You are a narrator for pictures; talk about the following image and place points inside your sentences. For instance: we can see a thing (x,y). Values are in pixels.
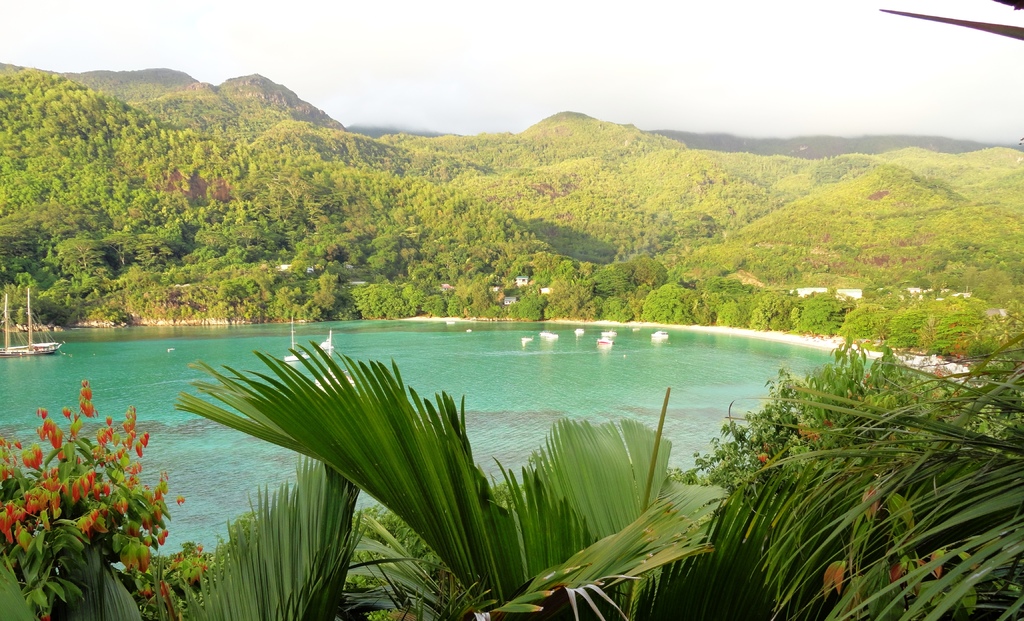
In this image in the foreground (793,515) there are trees (375,523). In the middle (529,373) there is water body (44,356). On water body (485,349) there are boats (34,346) and few other things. In the background (497,246) there are hills (538,222), trees (595,252) and buildings (521,278). The sky (508,100) is cloudy.
